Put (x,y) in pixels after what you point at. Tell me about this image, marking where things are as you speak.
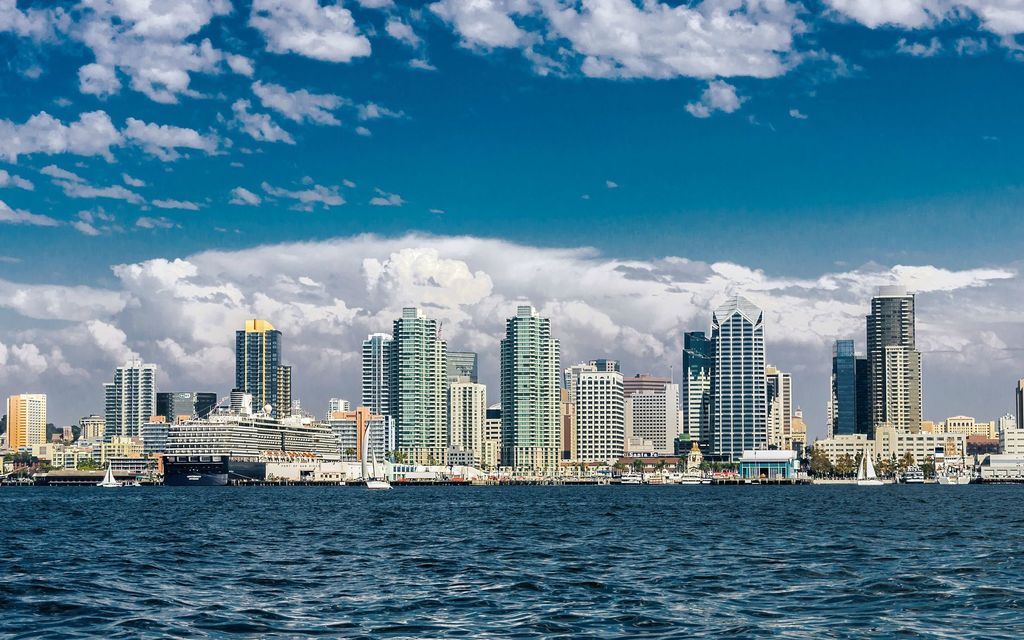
In this image there are boats (383,483) sailing on the surface of the water (493,494). Background (423,478) there are trees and buildings (581,414). Top of the image (472,80) there is sky (522,155) with some clouds (379,327).
